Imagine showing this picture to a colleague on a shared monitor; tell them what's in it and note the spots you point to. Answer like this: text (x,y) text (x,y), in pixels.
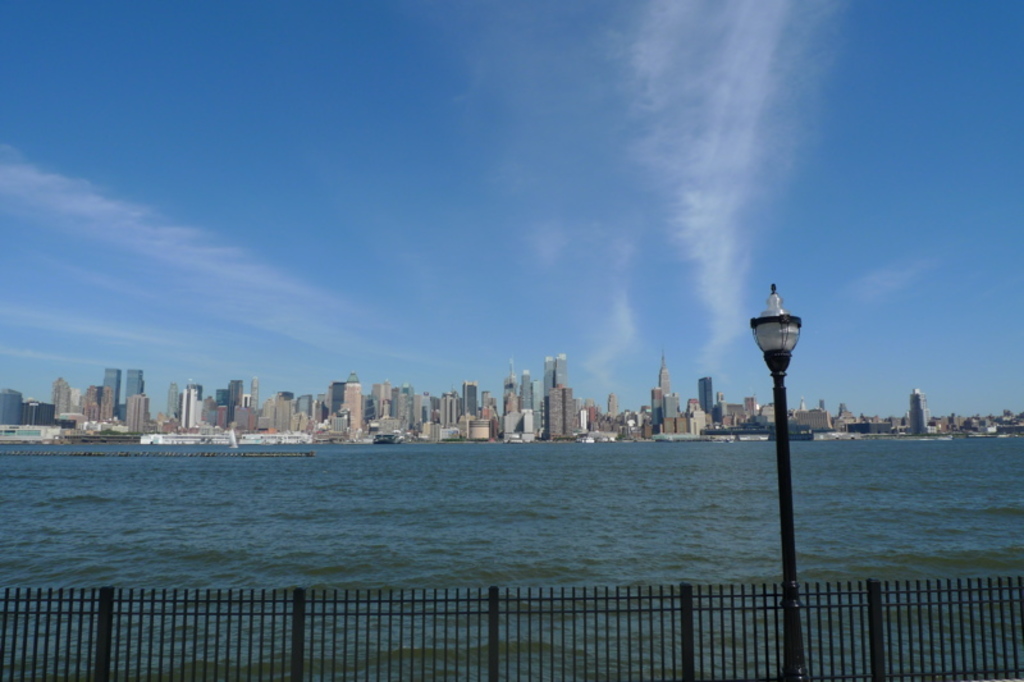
In this image we can see a large water body (700,486), a group of buildings (738,422), towers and the sky (368,180) which looks cloudy. In the foreground (776,636) we can see a street pole (793,580) and a fence (749,608).
